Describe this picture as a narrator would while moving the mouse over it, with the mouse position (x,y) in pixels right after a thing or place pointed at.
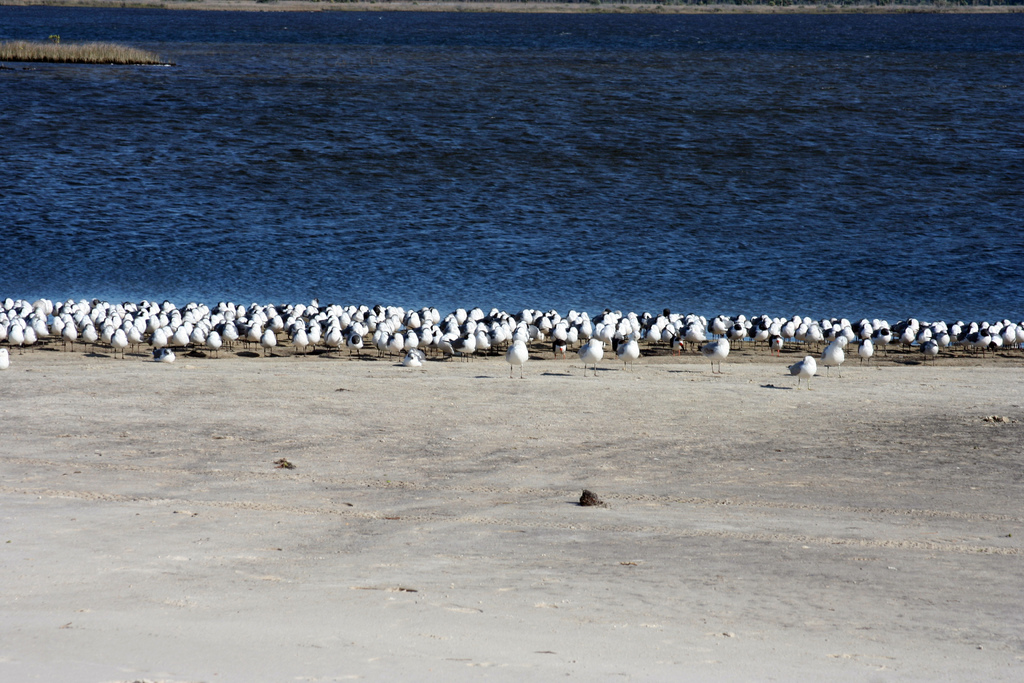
This picture is clicked at the seashore (327,436). At the bottom of the picture (382,481), we see sand (648,553). There are many birds (445,349) at the seashore (721,362). Behind that, we see water (554,177) and this water (670,135) might be in the sea (587,169).
